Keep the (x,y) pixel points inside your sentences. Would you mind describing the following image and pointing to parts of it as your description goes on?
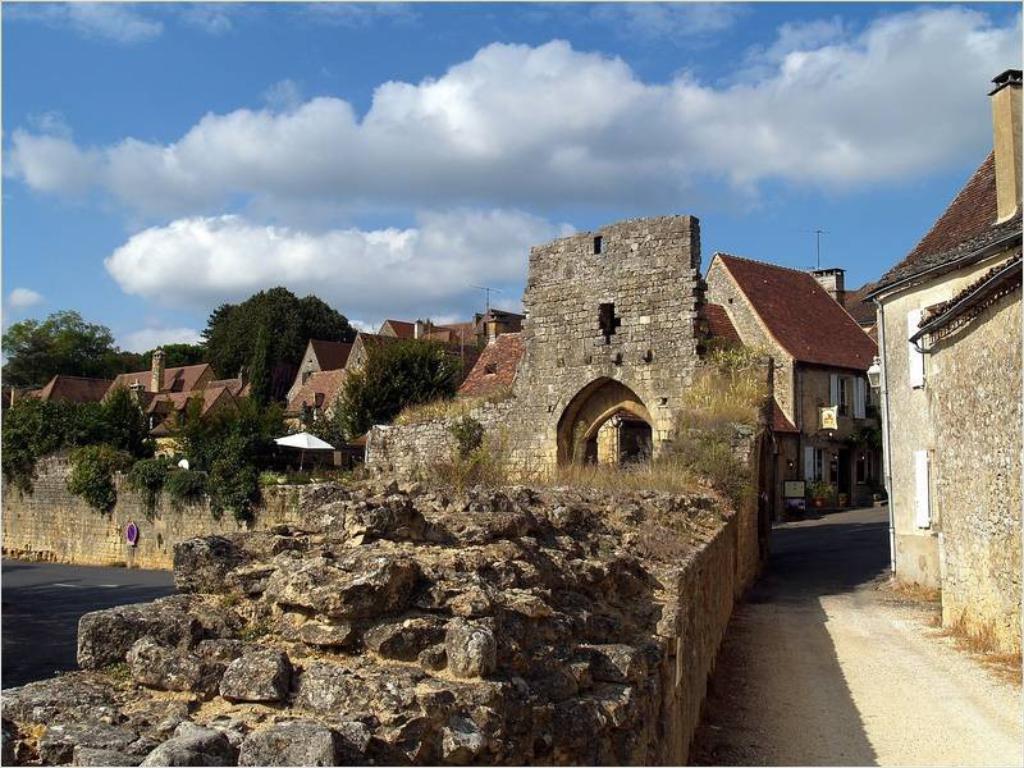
In this image, there are a few buildings (301,367), trees (227,425). We can see the wall (571,304) and a board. We can also see an umbrella (288,444) and the sky (440,261) with clouds (605,140).
